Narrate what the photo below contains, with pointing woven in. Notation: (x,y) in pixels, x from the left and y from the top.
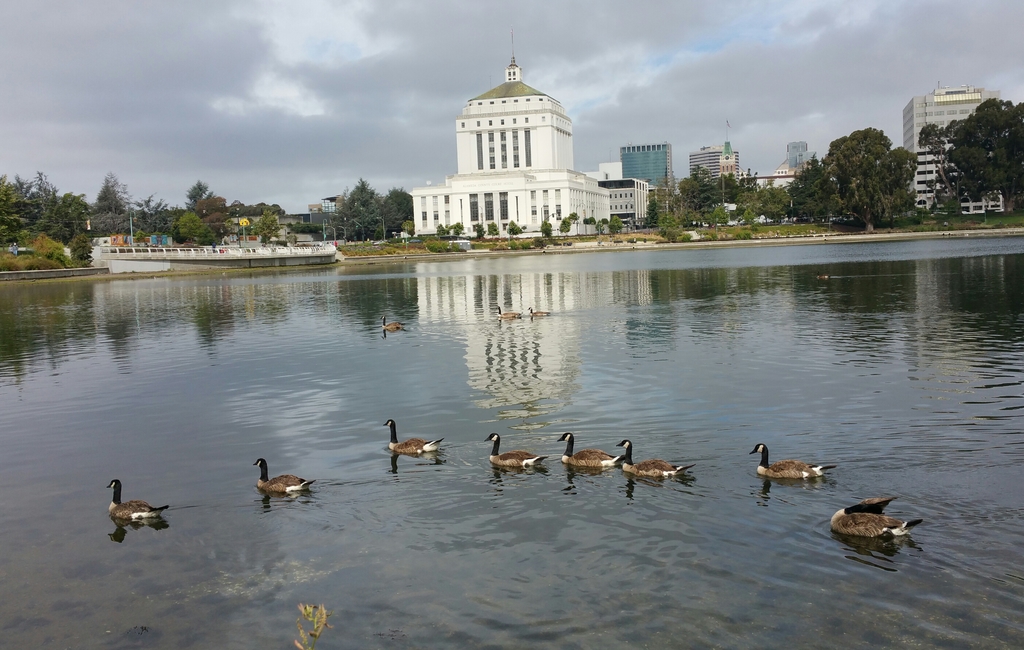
In this image I see water (383,349) on which there are geese (434,446) and in the background (263,232) I see a walkway (272,250) over here and I see number of buildings (639,163), trees (1011,141) and the cloudy sky (671,76).
